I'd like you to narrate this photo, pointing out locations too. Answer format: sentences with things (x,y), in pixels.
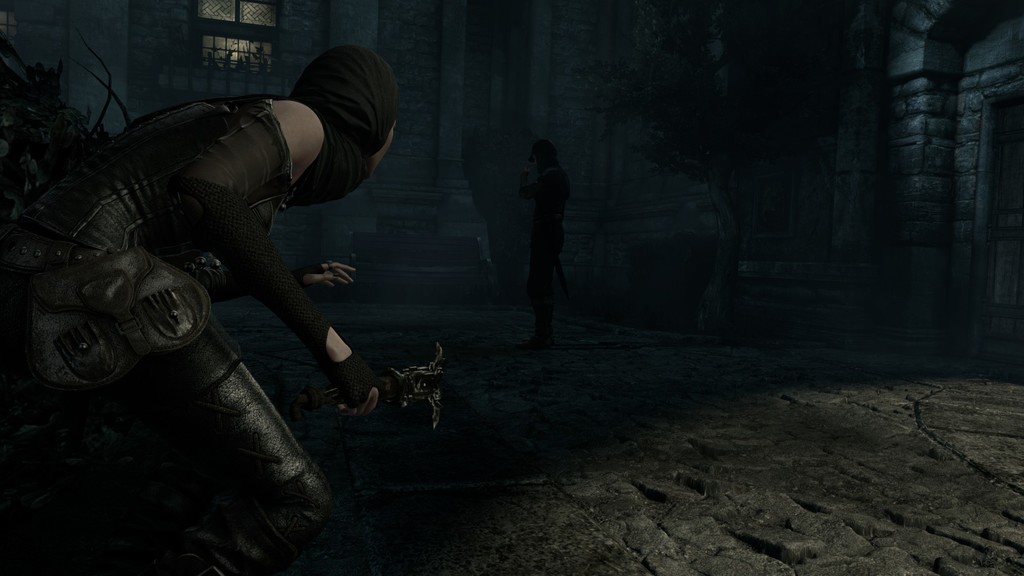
In this image I can see two people (229,216) holding something. In the background (479,46) I can see building (284,41) and window (241,18). The image is dark.
